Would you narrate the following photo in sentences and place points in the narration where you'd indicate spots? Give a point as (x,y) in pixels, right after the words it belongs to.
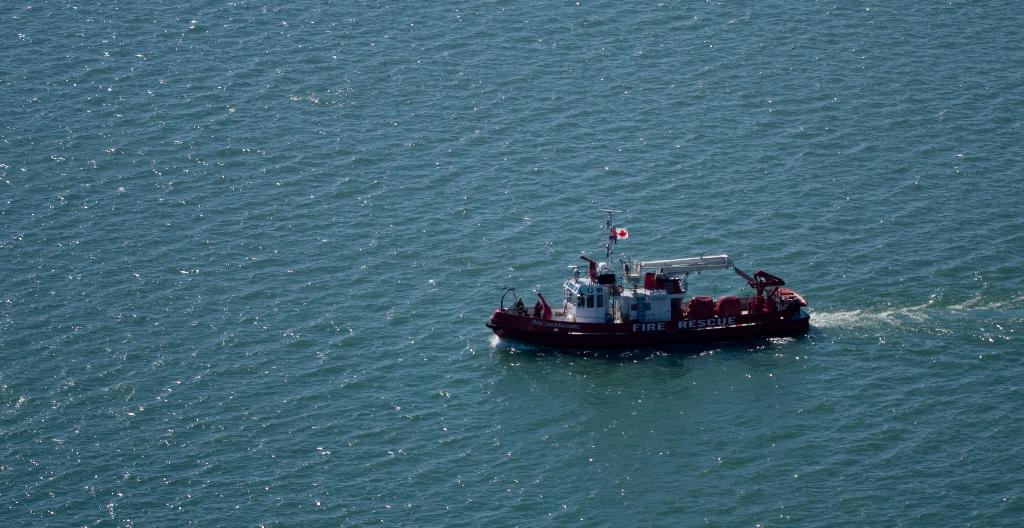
Above this water (623,363) there is a boat (660,332). This boat (541,310) is facing towards the left side of the image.
